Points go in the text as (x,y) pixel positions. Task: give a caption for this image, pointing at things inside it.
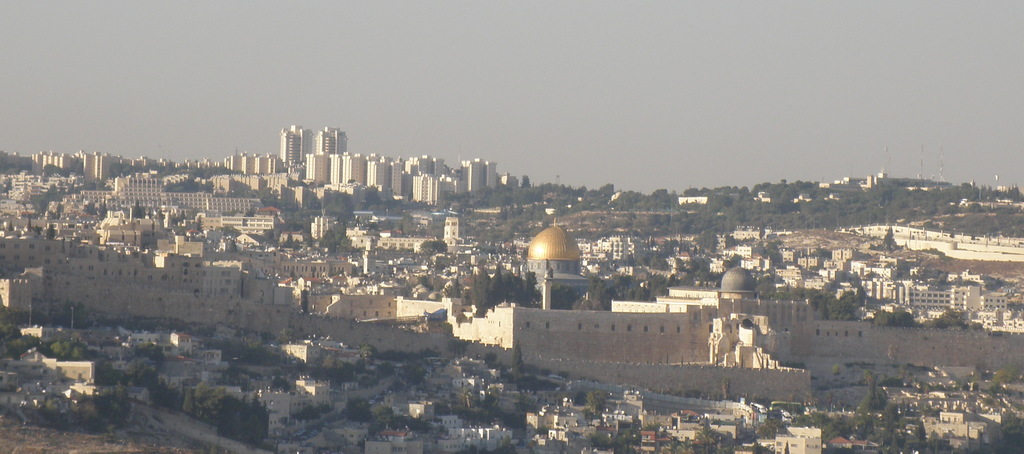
This image might be clicked from a hilly area (816,383). There are so many buildings (82,163) and trees (843,419) in the middle (560,229). There are towers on the right side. There is sky (525,65) at the top (475,64).
